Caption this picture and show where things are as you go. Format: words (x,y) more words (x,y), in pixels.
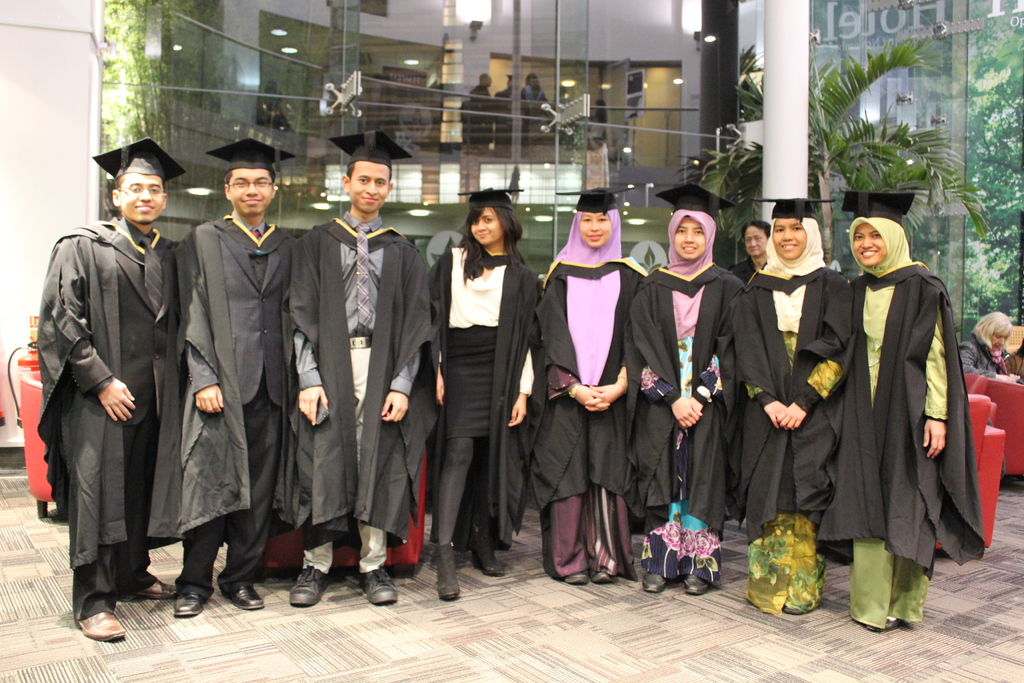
In this image we can see people (562,474) are standing on the floor (504,614) and they are smiling. In the background (538,267) we can see wall (73,50), glasses (422,140), pole (768,166), plants (810,181), lights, ceiling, objects (752,131), and few people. On the right side of the image (991,362) we can see a person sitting on the chair (972,405).
